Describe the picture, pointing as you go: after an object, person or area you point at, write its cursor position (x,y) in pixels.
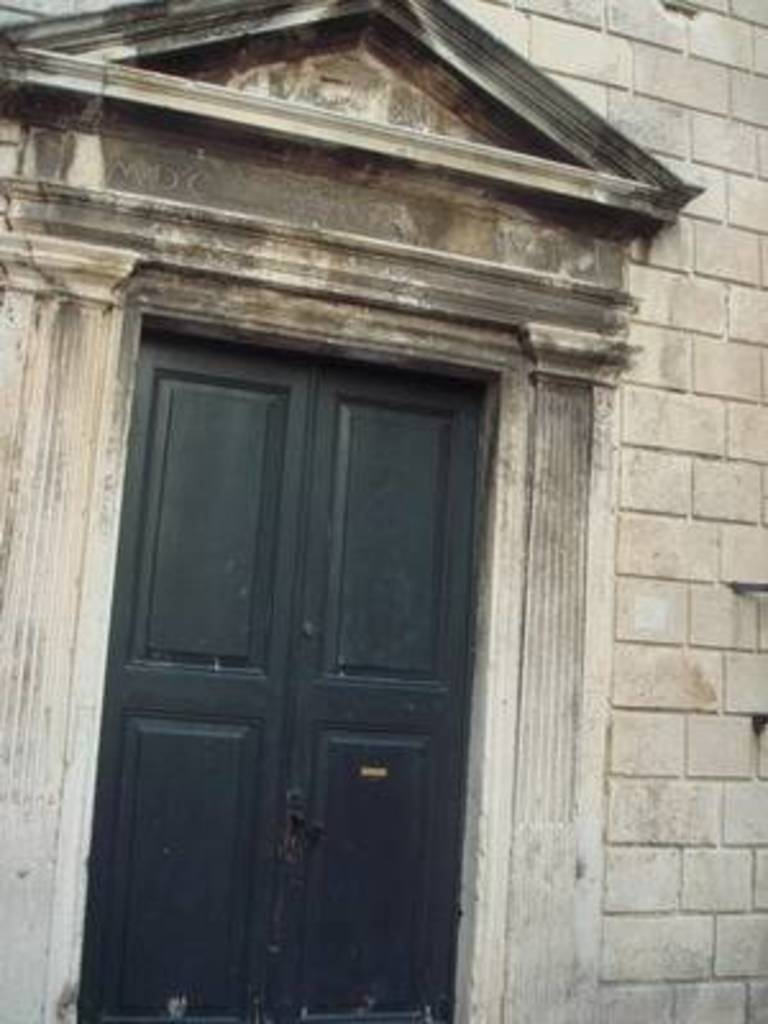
In this picture there is a door (357,596). On the right (655,610) there is a wall (668,545).
